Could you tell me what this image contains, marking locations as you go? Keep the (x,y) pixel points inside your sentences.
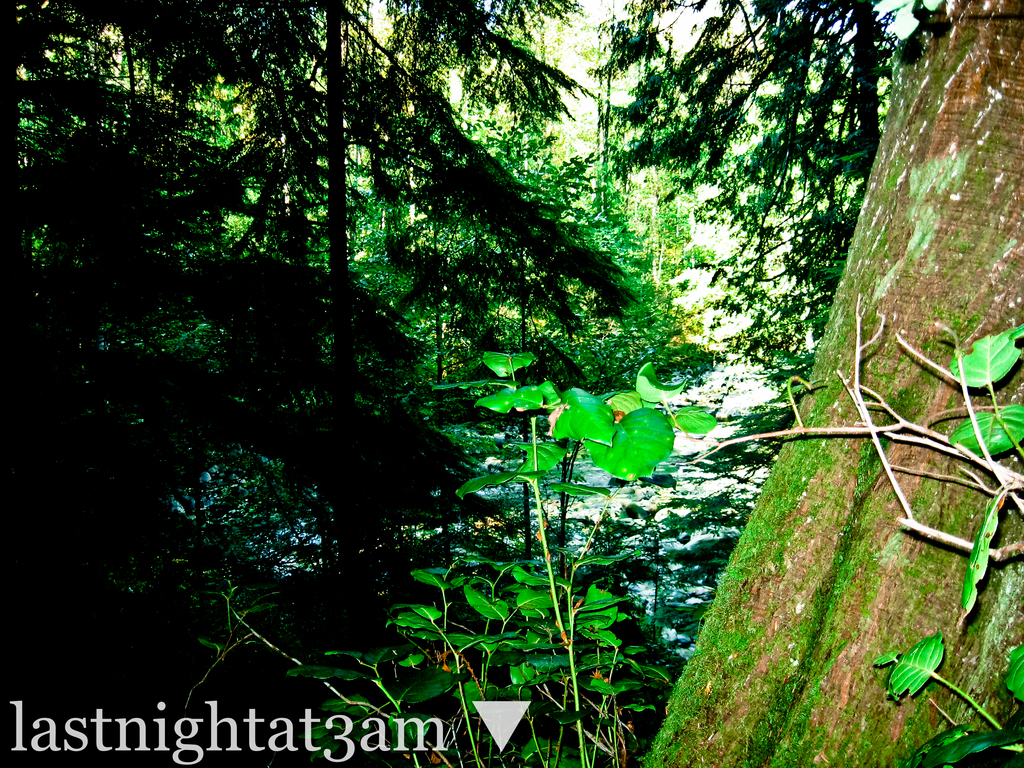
In this image there are trees (721,696), on the bottom left (54,731) there is some text (346,713).
